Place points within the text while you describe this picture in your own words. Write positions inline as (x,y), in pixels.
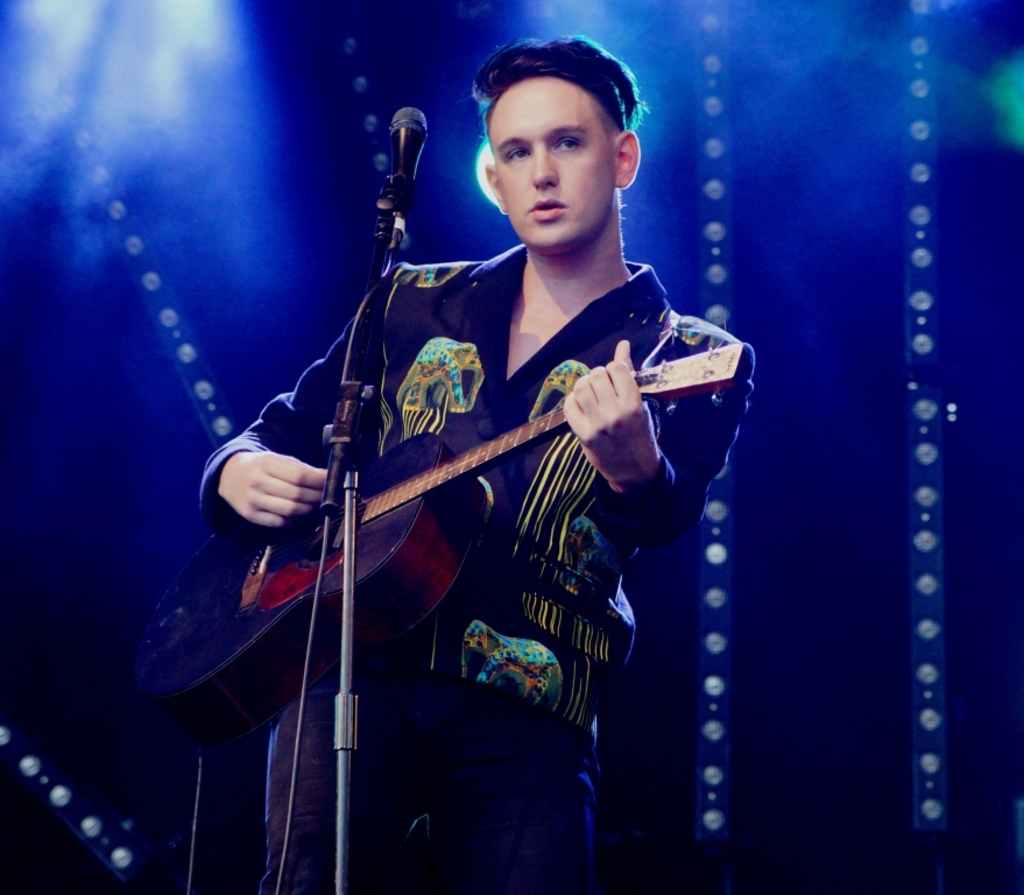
In this picture we have a man (708,474) standing and playing a guitar (511,443) near a microphone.
